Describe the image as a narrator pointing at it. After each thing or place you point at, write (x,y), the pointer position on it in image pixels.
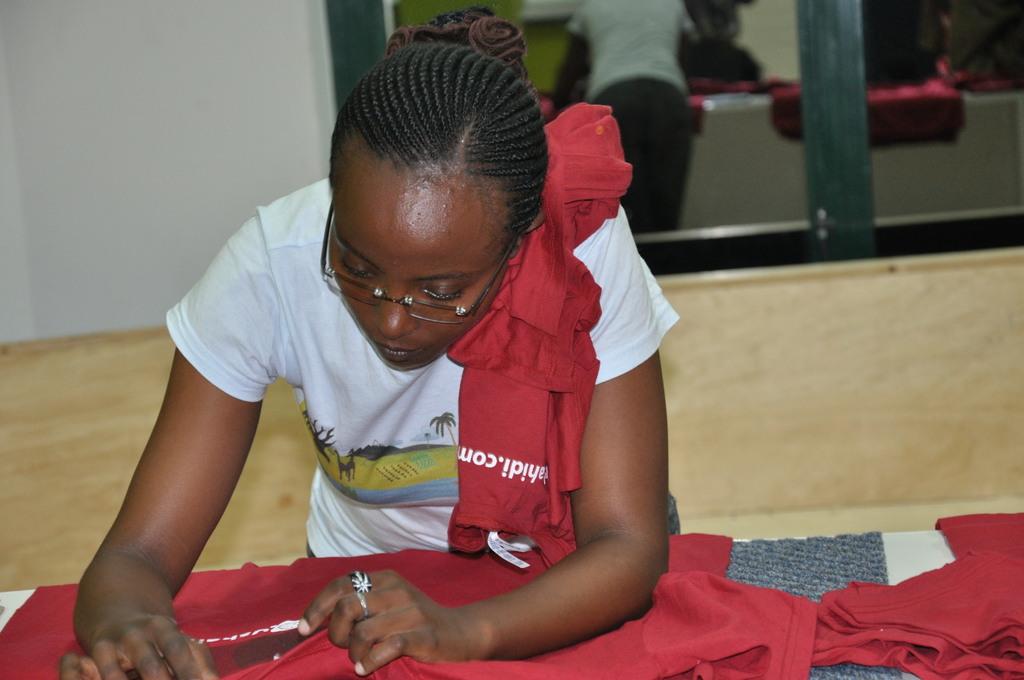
In this image we can see a woman (418,510) standing and holding a cloth (523,476), in the background (817,44), we can see a window (719,264) and the wall (188,97), in the window (873,55) we can see a reflection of the woman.
